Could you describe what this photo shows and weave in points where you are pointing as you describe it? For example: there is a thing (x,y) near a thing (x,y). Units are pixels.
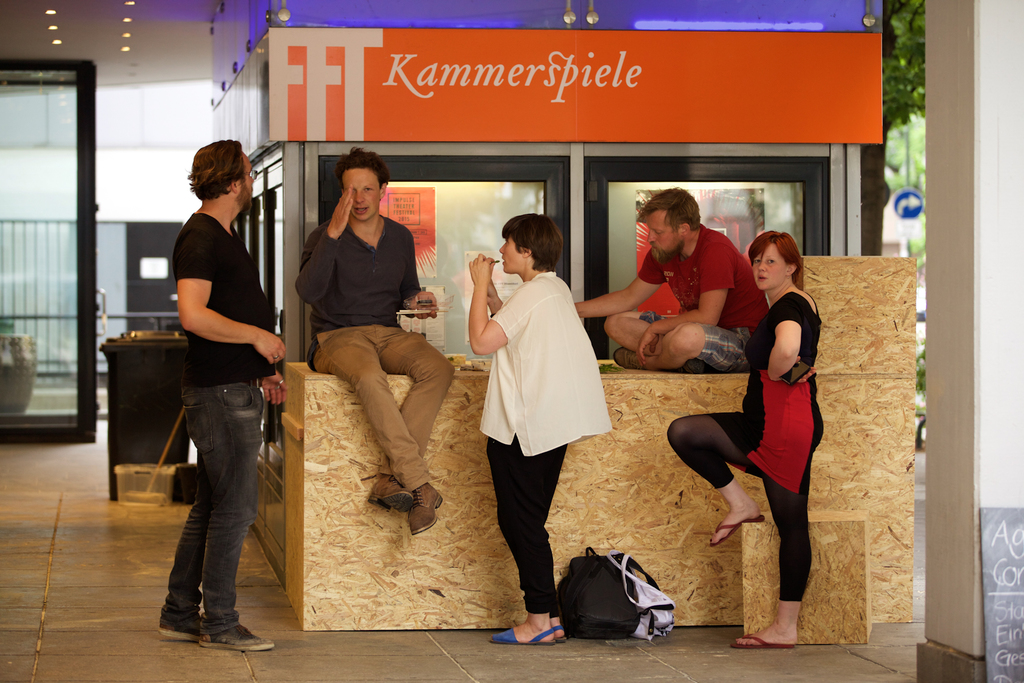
In this image there are a few people (534,399) standing and there are a few people (418,468) sitting on the platform (334,451). Beside them there are some objects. Behind them there are posters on the cabin (460,155). There are bags (589,594), dustbin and some other objects (19,375) on the surface (74,542). On the left side of the image (21,208) there is a door (83,280). There is a railing (47,338). On the right side of the image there is a directional board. There are trees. There is a board (987,681) with some text (1003,612) on it. On top of the image (58,40) there are lights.
